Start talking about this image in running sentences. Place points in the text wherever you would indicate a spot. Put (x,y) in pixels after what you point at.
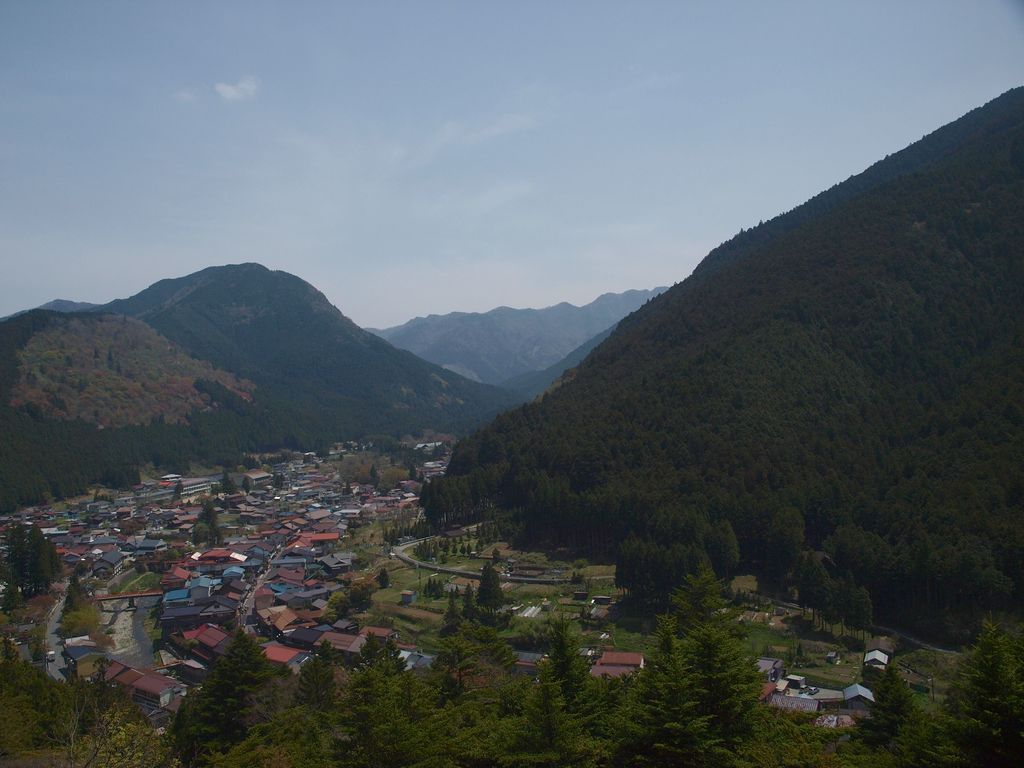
At the bottom of the picture (683,722), we see the trees (559,674). In the middle (419,464), we see the buildings (203,605), roads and the trees (489,603). There are trees (420,399) and the hills (656,352) in the background (560,363). At the top (510,112), we see the sky (510,112) and the clouds (234,86).
